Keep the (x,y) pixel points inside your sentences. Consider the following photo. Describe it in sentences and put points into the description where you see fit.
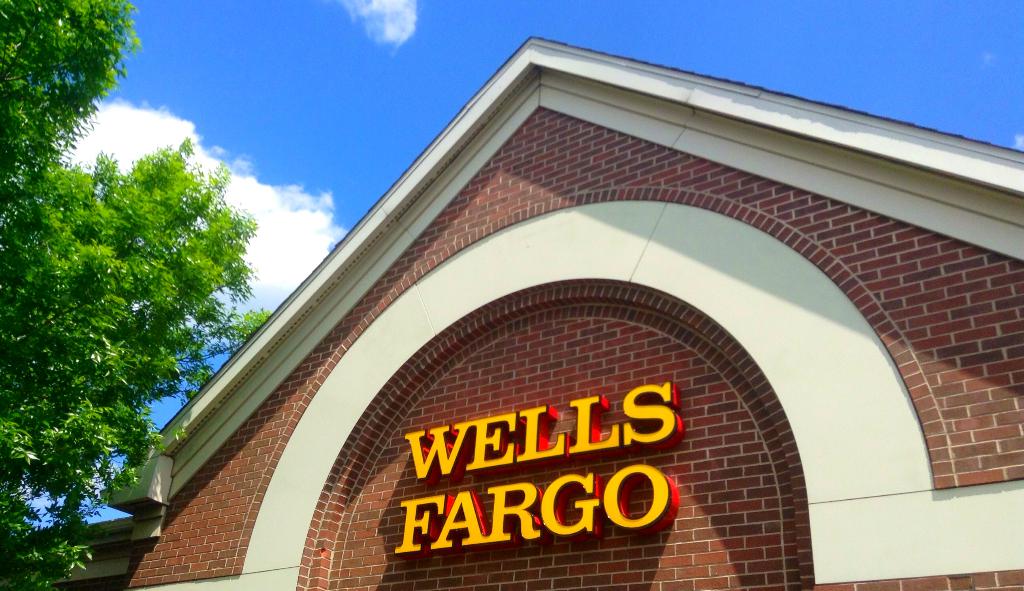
This image is taken outdoors. At the top of the image (294,101) there is a sky (330,140) with clouds (276,224). On the left side of the image (84,327) there is a tree (120,253). In the middle of the image (498,372) there is a house (912,306) and there is a text (532,455) on the wall (531,460).
